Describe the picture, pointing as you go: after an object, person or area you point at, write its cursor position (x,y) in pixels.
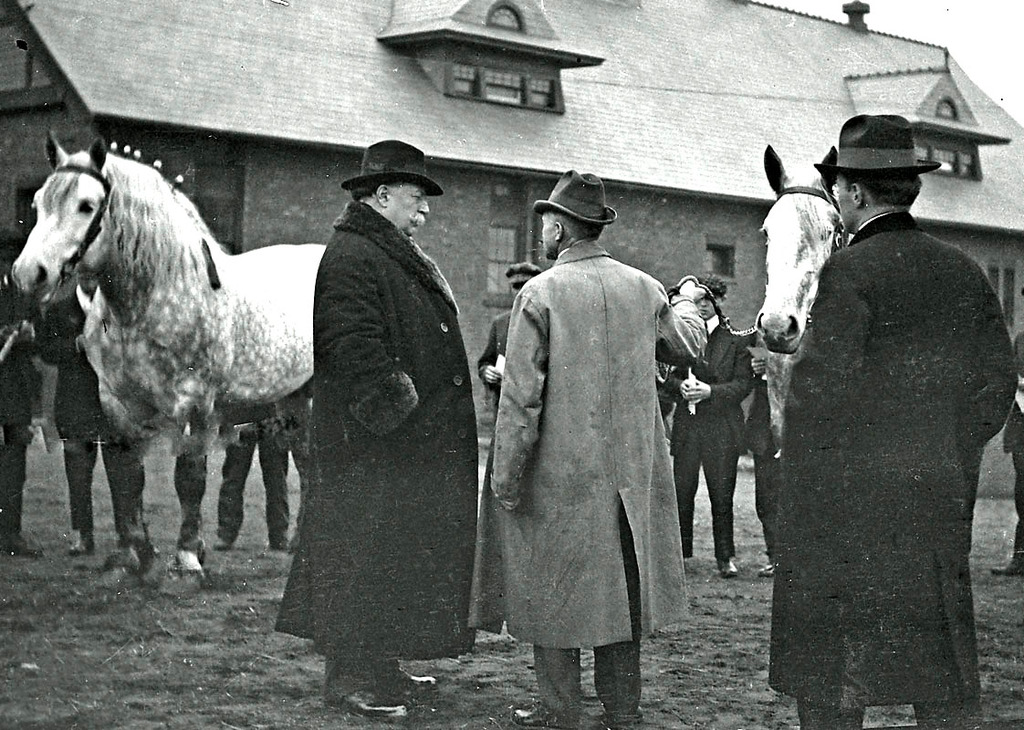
In this picture I can see in the middle (588,268) few people (547,586) are standing and talking, they are wearing coats (584,441), hats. There are horses (74,241) on either side of this image, in the background (544,263) it looks like a house (468,271).
